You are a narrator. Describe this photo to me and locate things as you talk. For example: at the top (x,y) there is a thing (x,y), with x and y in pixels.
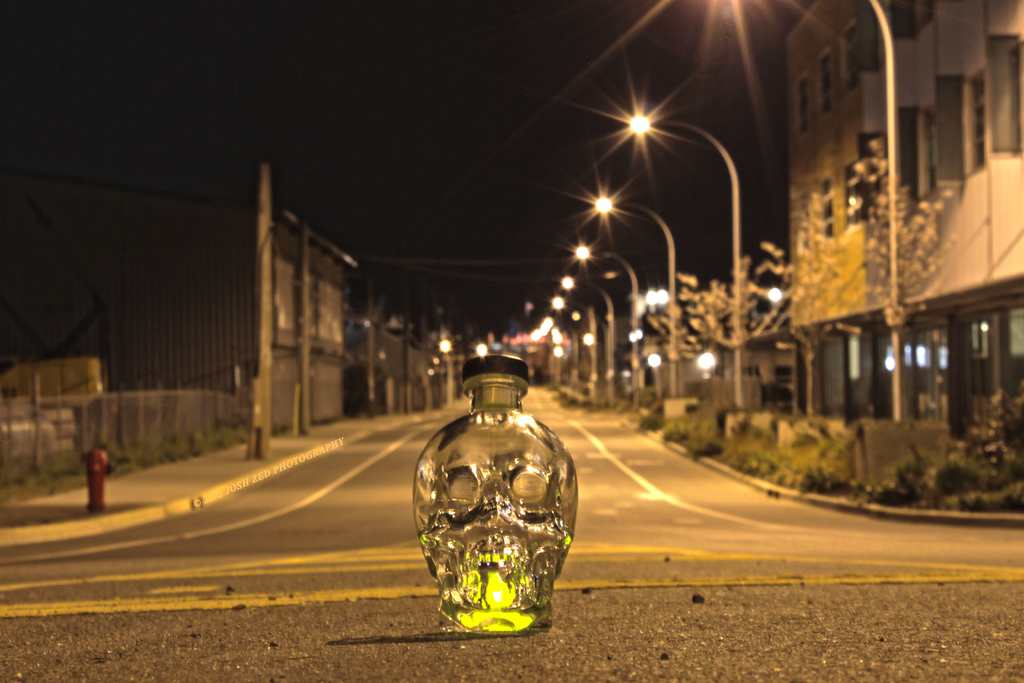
This is the picture of a street (614,539) where we have some buildings (1022,235), poles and lights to it and there is a glass bottle (435,482) in between the road (427,613) which has a black color lid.
